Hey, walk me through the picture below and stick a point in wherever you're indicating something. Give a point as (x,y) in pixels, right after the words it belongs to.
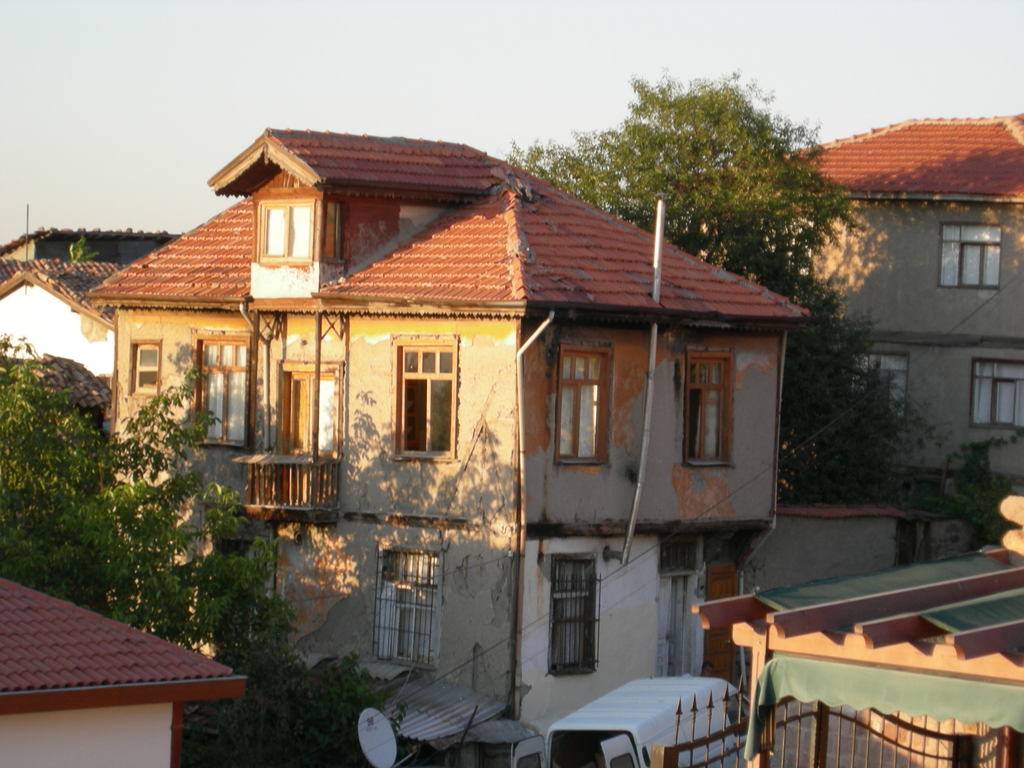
In this picture we can observe some houses (910,251) with red color roof (589,247). There is a white color vehicle (581,722). We can observe some trees (93,495) here. In the background (261,90) there is a sky (406,67).
